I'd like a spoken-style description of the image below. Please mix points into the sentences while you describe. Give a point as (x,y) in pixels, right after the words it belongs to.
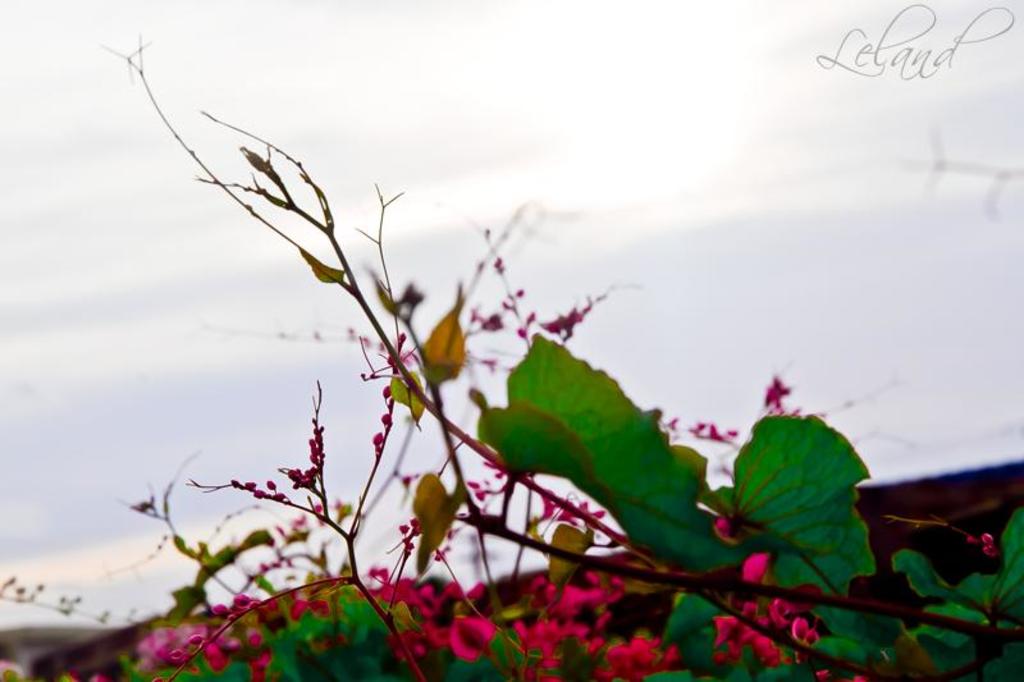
In this image we can see plant (611,635) with leaves (635,485), flowers (630,647) and buds (293,475) and the sky (251,357) in the background (503,181).
